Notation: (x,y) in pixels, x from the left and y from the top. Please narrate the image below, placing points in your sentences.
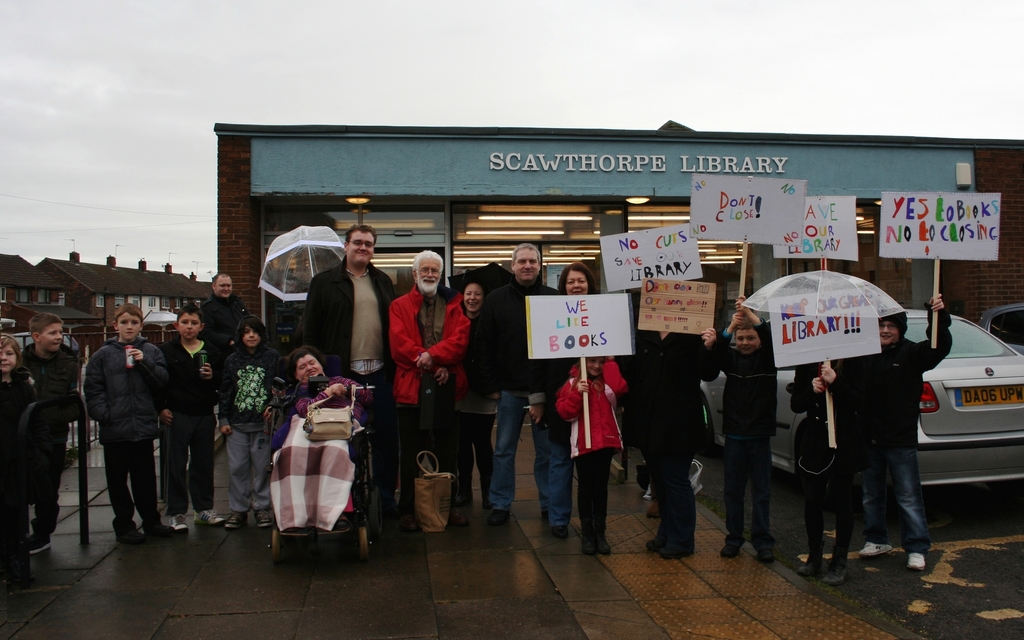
In this image we can see some people (602,370) and among them some are holding boards (656,265) and there is some text (660,246) on it and to the side, we can see a car (949,450). In the background (690,181), we can see some building (335,186) and the sky (197,233).
